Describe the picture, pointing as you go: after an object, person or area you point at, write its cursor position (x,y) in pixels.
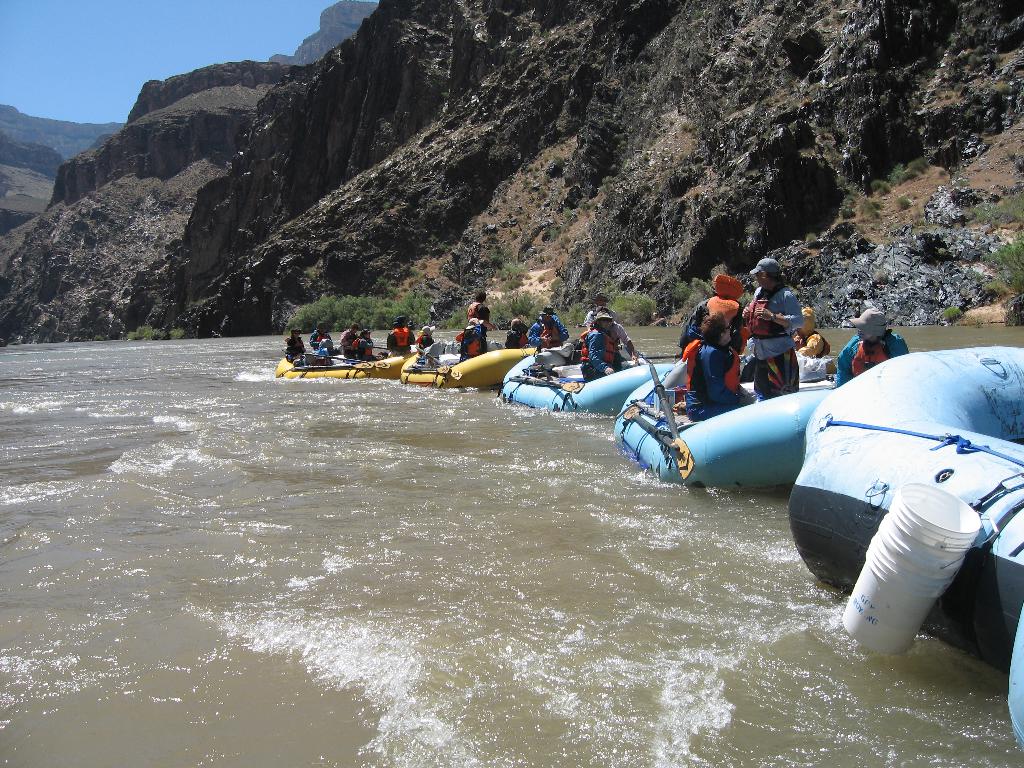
In this image we can see inflatable boats (912,437) on the surface of water (228,572) and people (717,371) are present in the boats (748,407). Background of the image (820,178), mountains (706,148) are there. At the left top of the image (146,38) blue color sky (146,38) is present.
